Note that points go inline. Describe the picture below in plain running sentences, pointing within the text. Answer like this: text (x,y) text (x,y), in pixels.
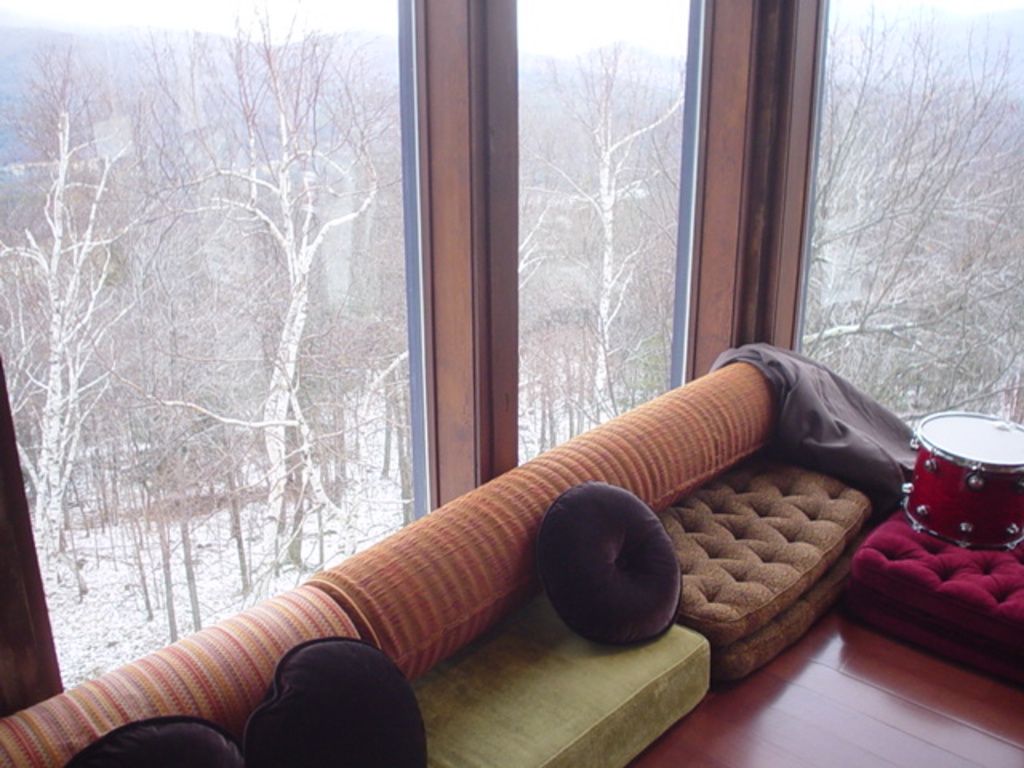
In this image we can see sofa set (773,606), musical instrument (950,541), windows (231,386), snow (180,524), trees (213,294), hills (18,97) and sky (622,35).
